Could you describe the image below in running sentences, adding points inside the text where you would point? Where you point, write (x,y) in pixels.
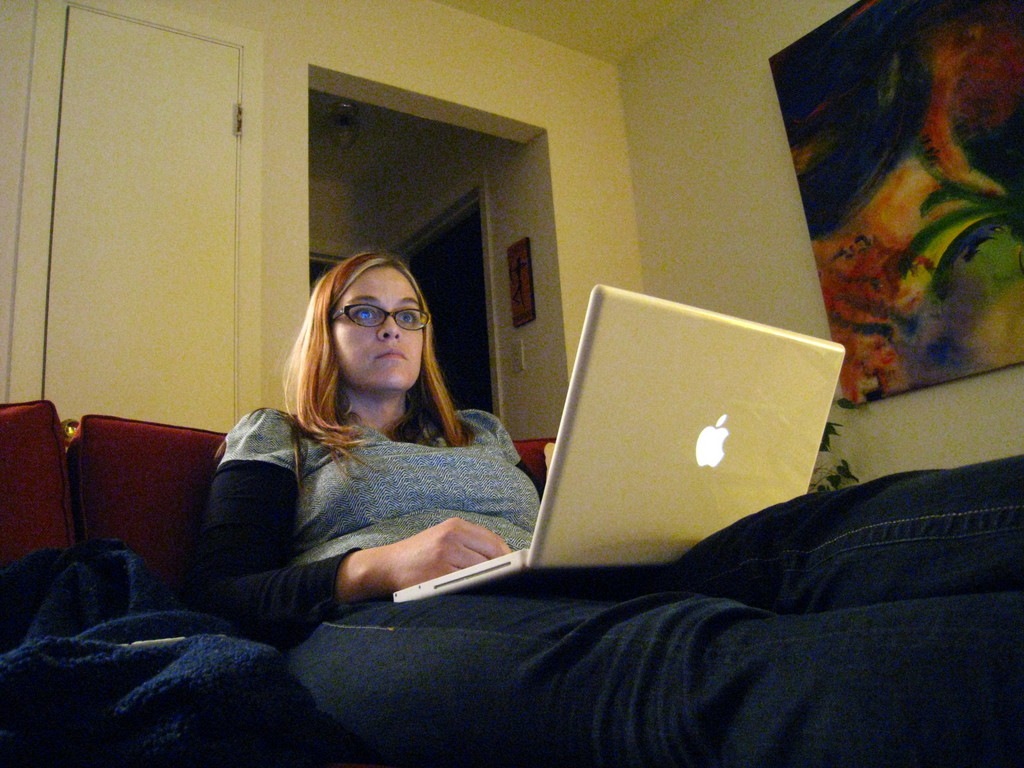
In this picture I can see a woman (278,544) sitting on the couch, there is a laptop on her thighs (629,608), and in the background (964,362) there is a plant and there are frames (933,332) attached to the wall (1003,420).
